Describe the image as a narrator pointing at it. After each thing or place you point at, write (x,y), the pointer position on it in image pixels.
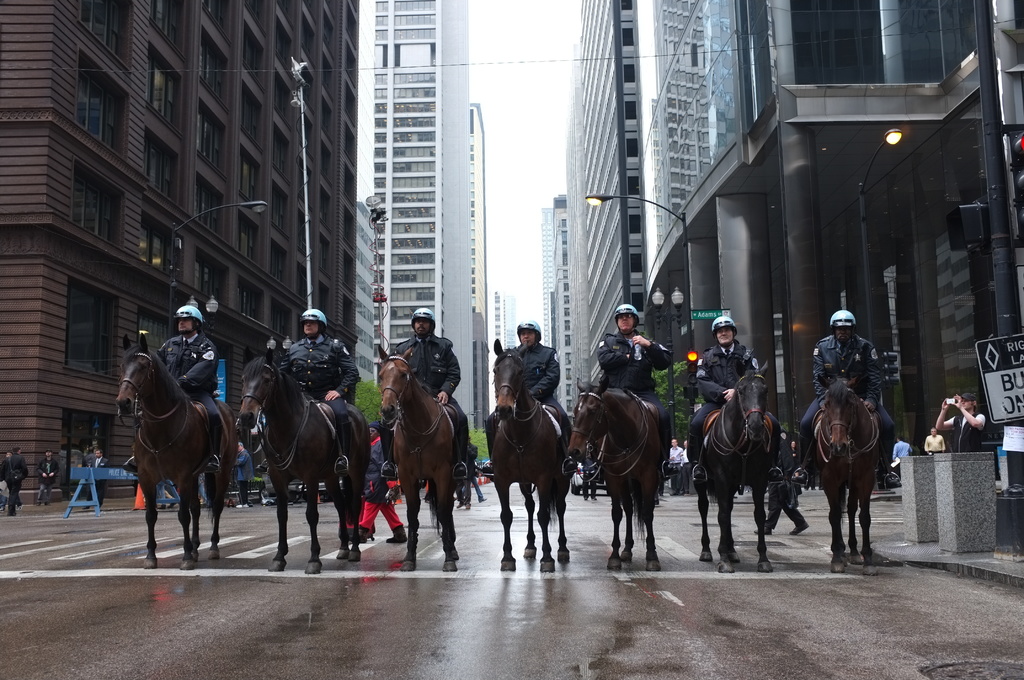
In this picture I can see few people (699,443) are sitting on the horses (535,474) which is on the road (579,597), around we can see few people (786,468) on the road (588,610), sides of the road (604,607) we can see some buildings (588,215).
